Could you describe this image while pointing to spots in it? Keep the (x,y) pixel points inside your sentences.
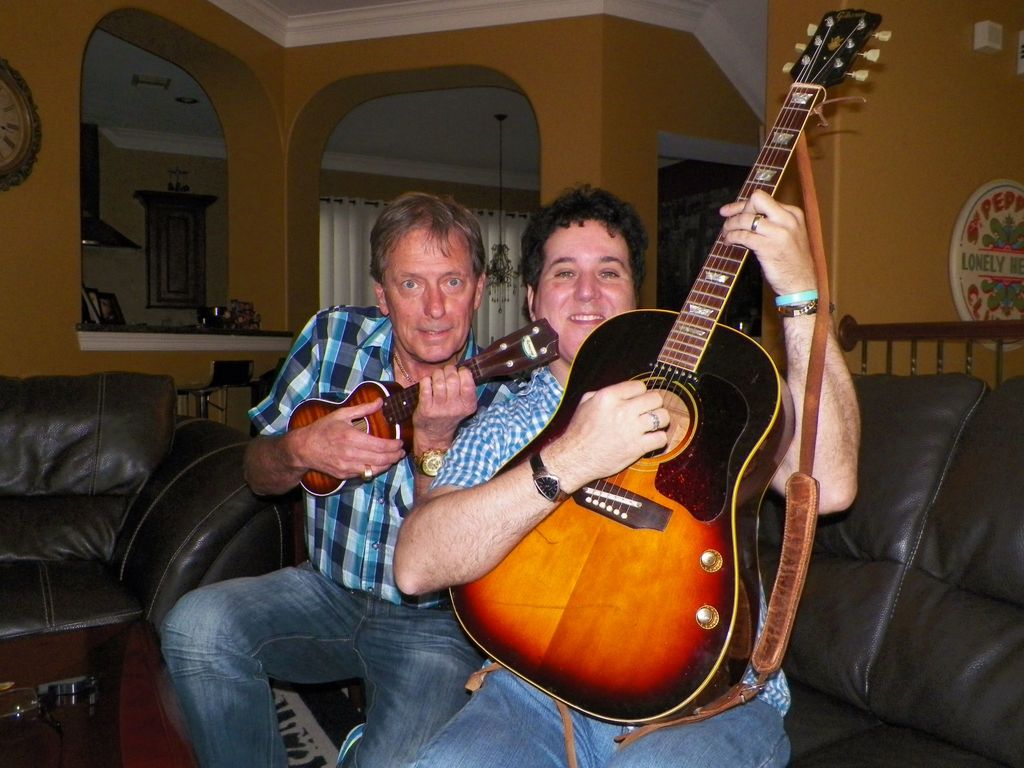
In this image I see a man (472,354) and a woman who are sitting on a couch (829,758) and they are holding a ukulele (556,339) and a guitar (598,353) in their hands (603,438) and I see that the woman (555,283) is smiling. I can also see another couch (65,377). In the background (18,368) I see the wall (963,8), curtain (321,202) over here and a clock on the wall (76,298).
